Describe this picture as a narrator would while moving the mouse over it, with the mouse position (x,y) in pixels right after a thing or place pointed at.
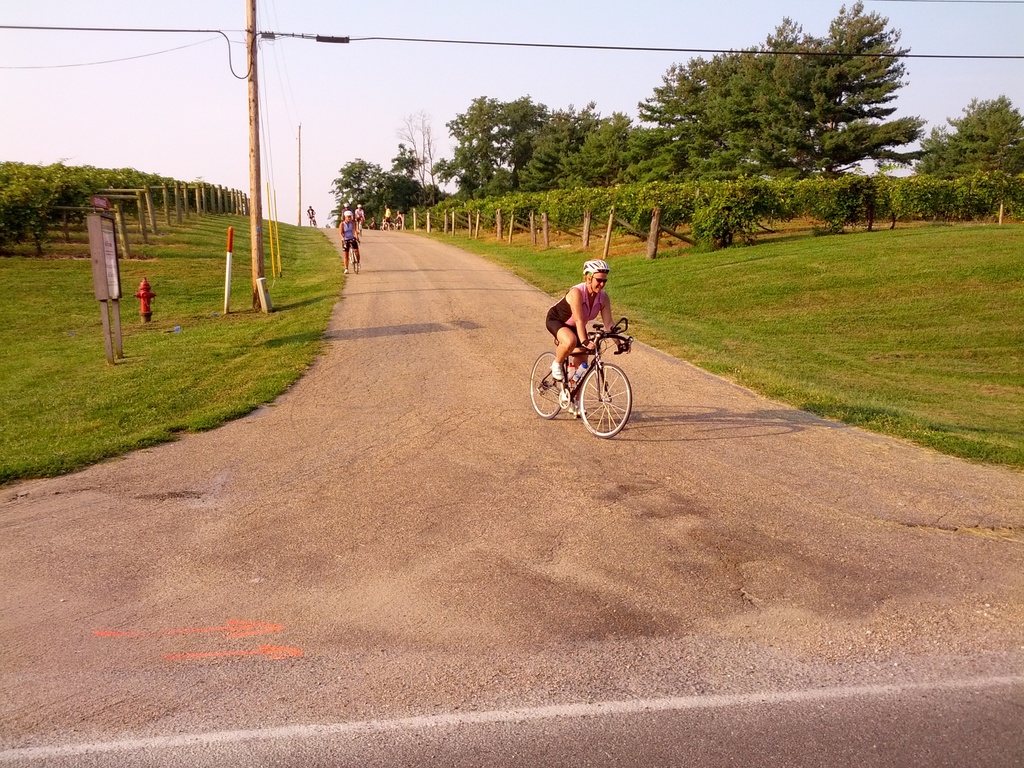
In this image we can see persons (556,372) are cycling on the road (479,437). To the both sides of the road (452,531) grassy land (160,347), plants (579,221), poles (257,188) and trees (728,155) are there. At the top of the image (675,9) sky (236,50) is there and electric wire (551,46) is present.
